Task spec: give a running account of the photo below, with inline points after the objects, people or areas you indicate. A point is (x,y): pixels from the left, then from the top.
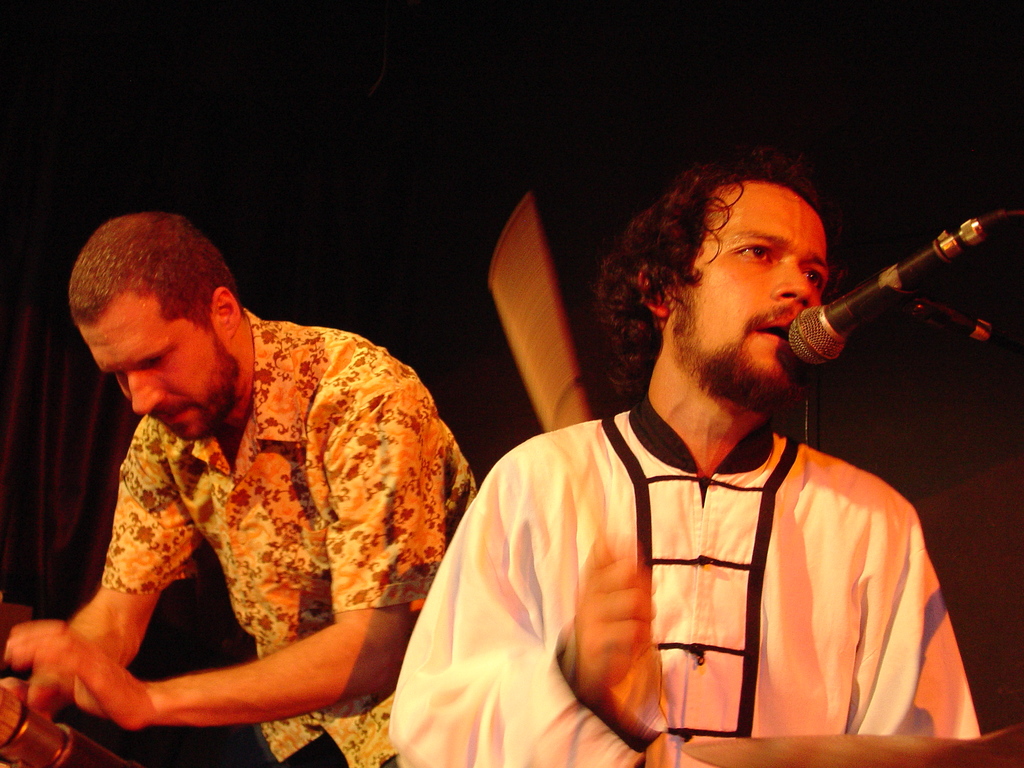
In this image two persons (602,579). The first one (831,626) is holding a stick (567,418) and wears a white colored shirt (759,647) and behind of the person (466,535) there is an another person (221,486) standing wearing a shirt (305,556) having a design (327,428) on it.
